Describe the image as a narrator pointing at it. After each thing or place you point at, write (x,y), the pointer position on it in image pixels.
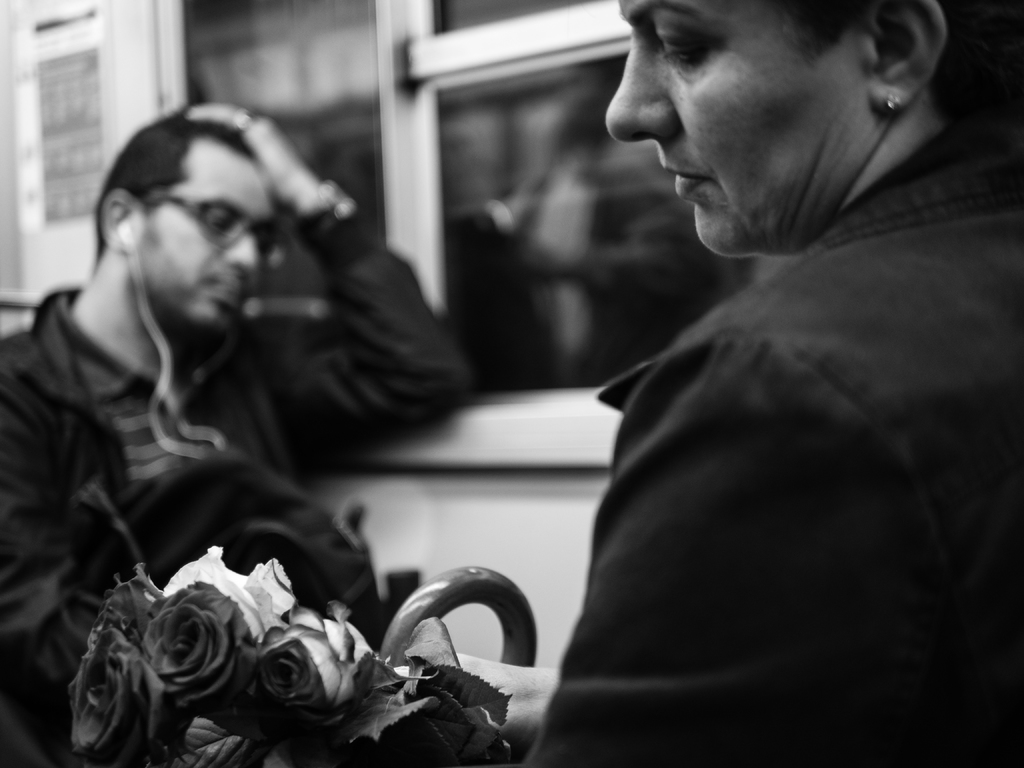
It is a black and white image, in this image a woman (666,667) holding rose flowers (307,657) in her hands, in front of her there is a man (313,352) sitting near the window (450,200).
